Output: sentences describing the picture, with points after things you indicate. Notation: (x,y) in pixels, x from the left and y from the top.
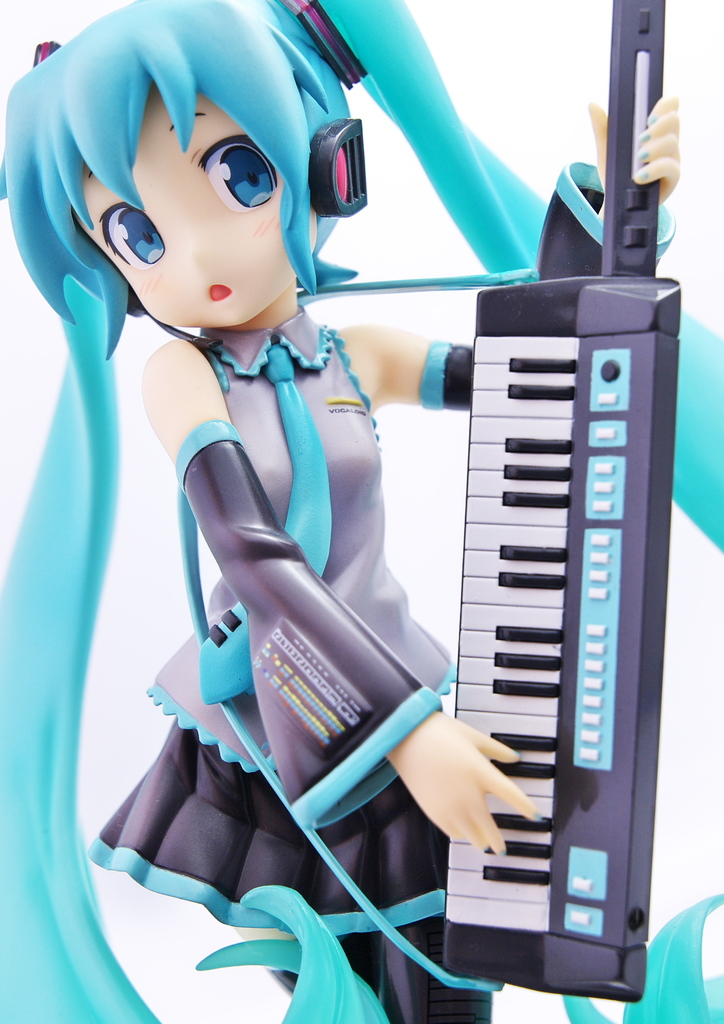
In this image, a girl (384,523) is holding a keyboard (535,833) in her hand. The background (494,25) is white in color. It looks as if the image is an edited photo taken in the house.
